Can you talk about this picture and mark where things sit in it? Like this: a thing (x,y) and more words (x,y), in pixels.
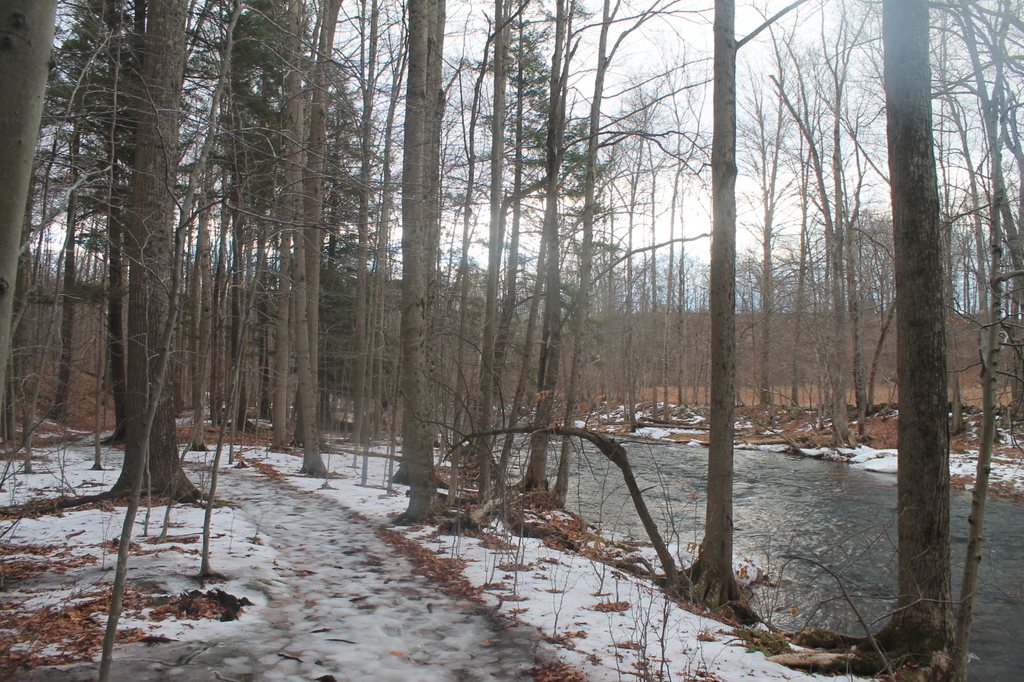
In this image there is a ground (255,534) in the bottom left corner of this image (298,588) and there is a water (593,511) on the right side of this image (754,529). There are some trees (718,536) in the background (652,302).
